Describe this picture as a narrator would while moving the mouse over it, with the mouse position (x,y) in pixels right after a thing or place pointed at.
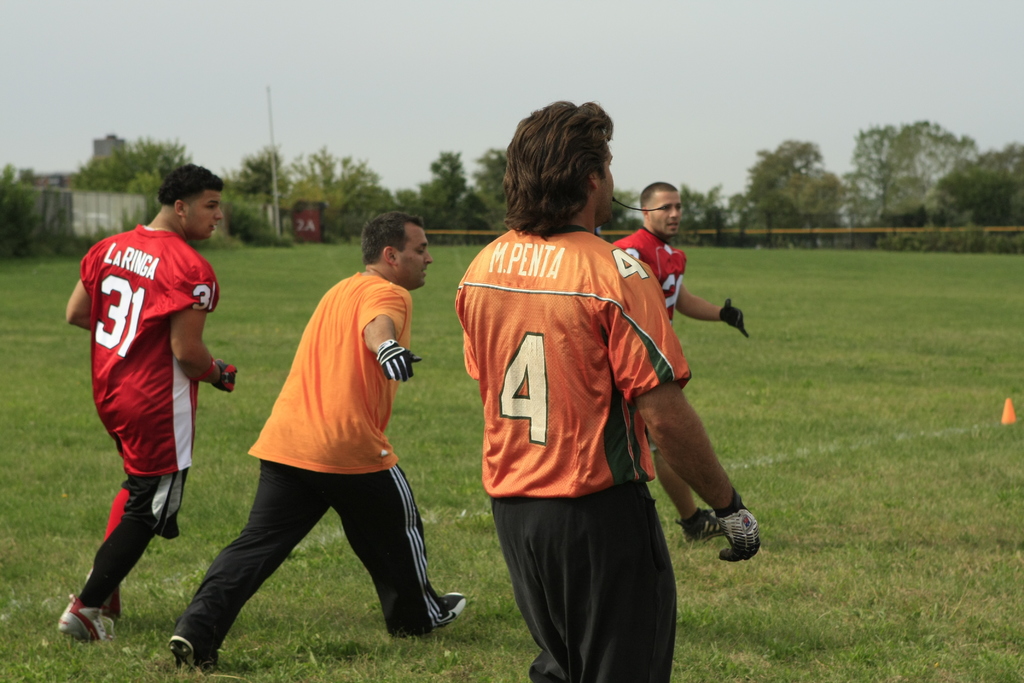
In this picture we can see some men (525,389) wearing orange color shirt (583,455) and black track (618,601), standing in the ground (745,438) and playing. Behind there is a fencing railing (859,235) and some trees (844,197).
